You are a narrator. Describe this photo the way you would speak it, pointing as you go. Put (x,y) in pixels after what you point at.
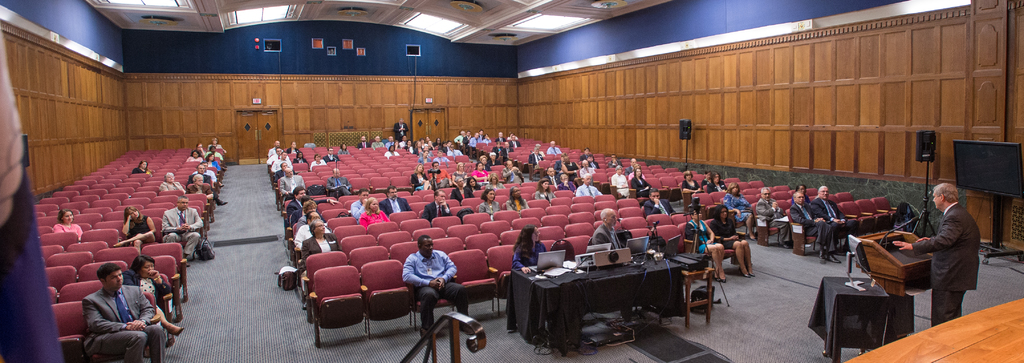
This picture describes about group of people (541,183), few are seated and few are standing, in the middle of the given image we can see laptops (554,254), projector (618,262) and some other things on the table (630,283), on the right side of the given image we can find a man (965,270) is standing in front of the microphones (889,233), and also we can find a screen (984,173) and few speakers (920,149).
